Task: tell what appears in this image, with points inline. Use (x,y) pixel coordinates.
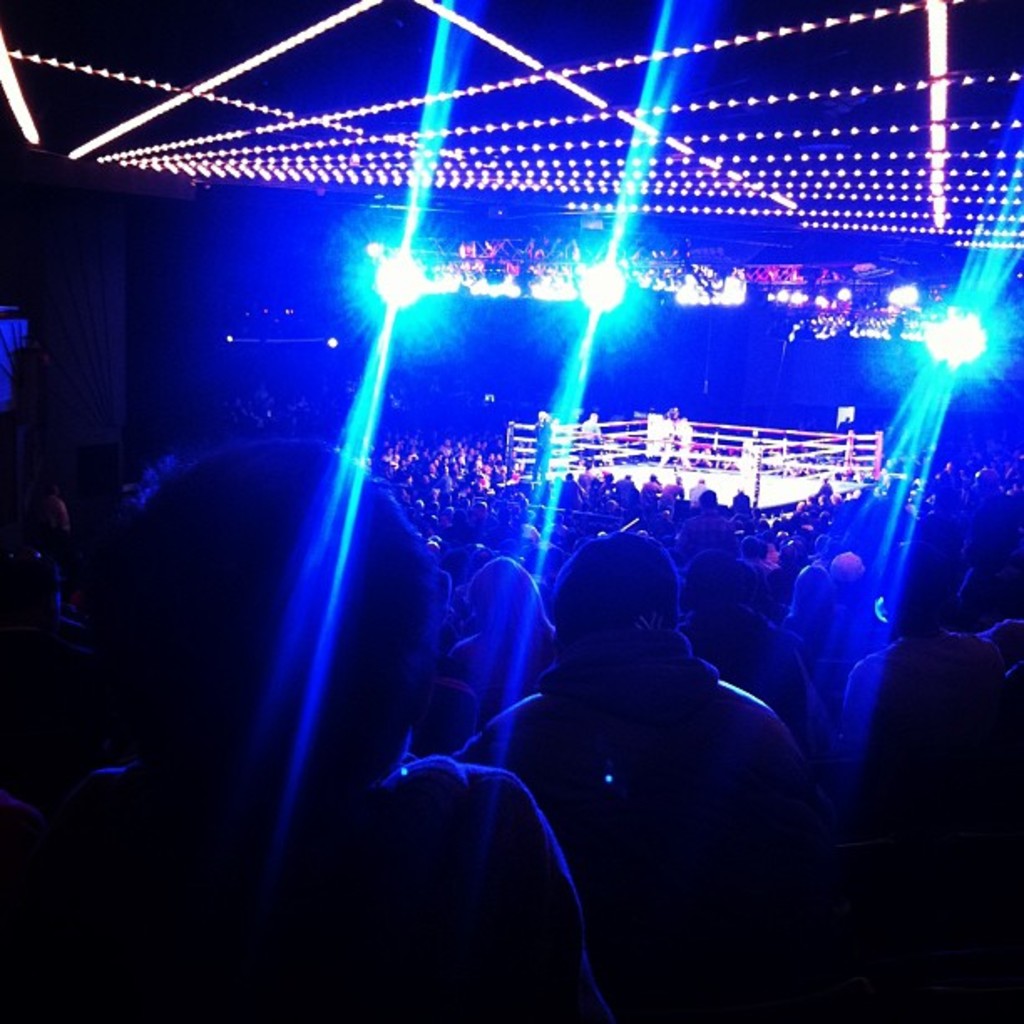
In the image we can see there are many people (516,573) around and the corners of the image are dark. Here we can see lights (783,98) and a battle ring (765,480), in the battle ring (665,475) there are three people (657,441).
